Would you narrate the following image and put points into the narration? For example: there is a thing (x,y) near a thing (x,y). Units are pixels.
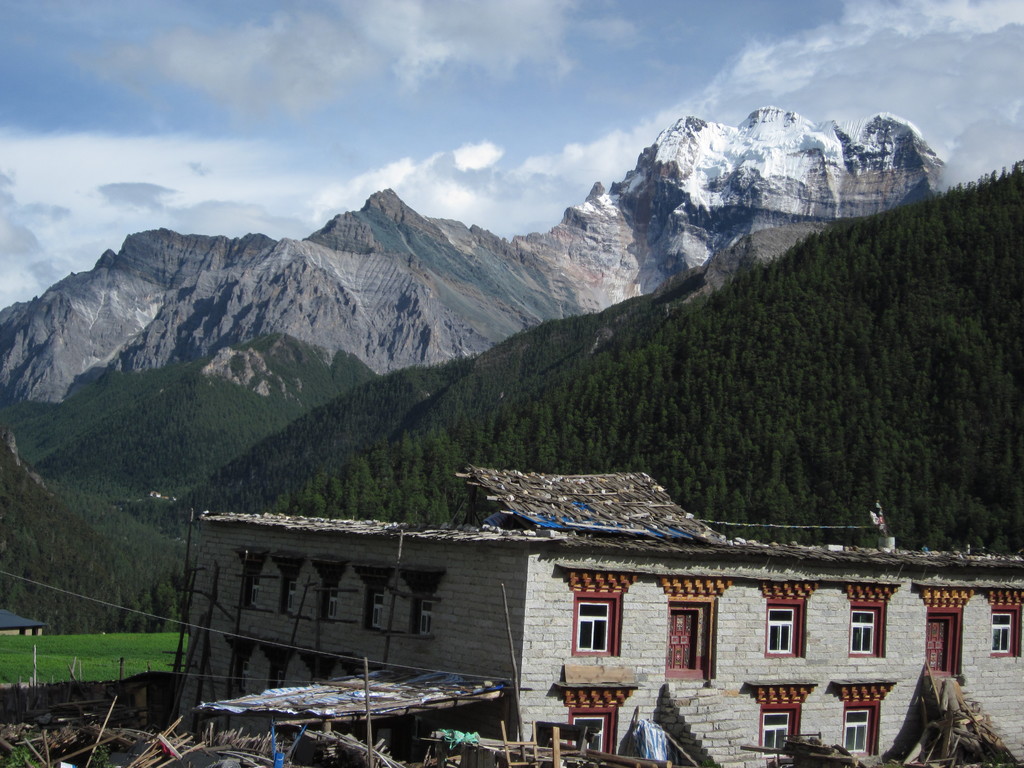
As we can see in the image there are houses (573,659), doors (673,641), windows (781,629), stairs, grass (89,654), trees (111,628), hills (360,391), sky (612,40) and clouds (517,58).
